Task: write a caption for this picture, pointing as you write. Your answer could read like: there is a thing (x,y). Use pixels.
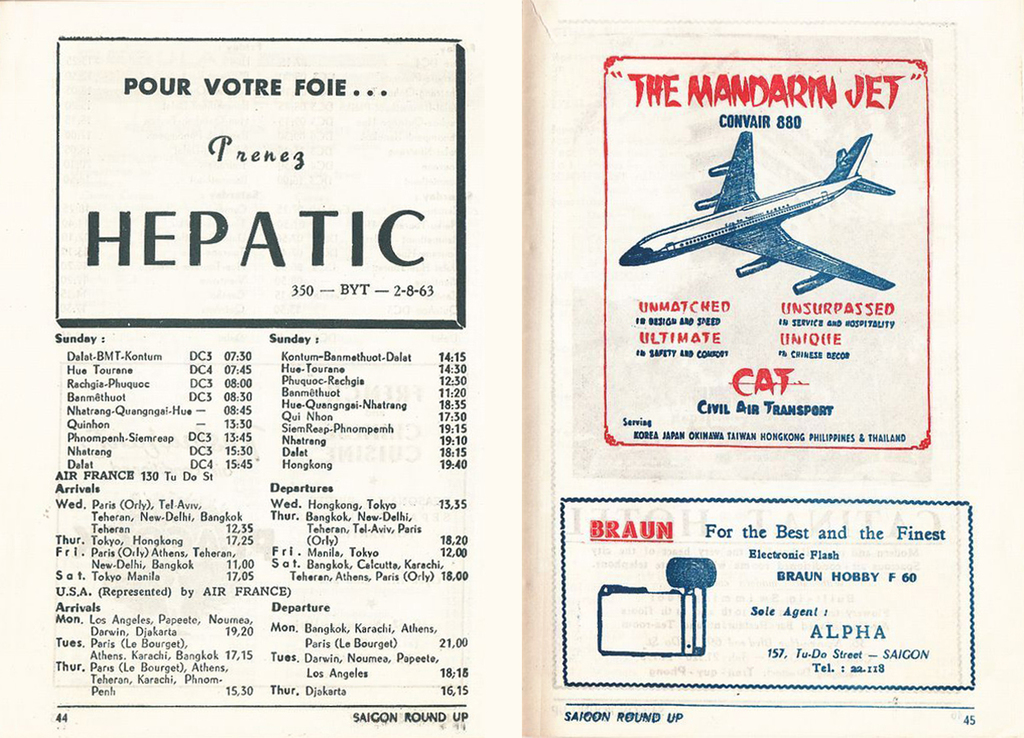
This is the poster (556,555) of the text book (547,635) as we can see page numbers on the bottom (974,717). In this poster (379,402) there is some text (384,576), numbers (450,357), boxes (445,221) and symbols (751,234) printed on it.
